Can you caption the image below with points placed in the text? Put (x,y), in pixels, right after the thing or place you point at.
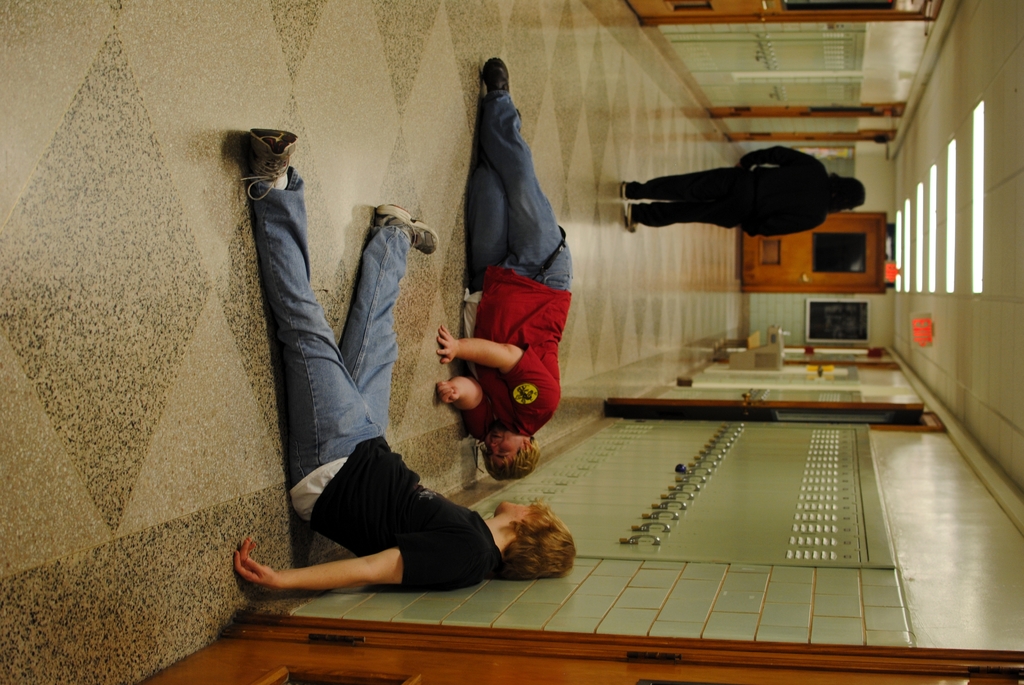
In this image there is a person (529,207) sitting on the floor (436,155), a person (480,244) laying on the floor (651,94), another person (750,219) standing, and there are lockers (728,396), lights (906,217), frame (863,317) attached to the wall (769,324), doors (911,17).
